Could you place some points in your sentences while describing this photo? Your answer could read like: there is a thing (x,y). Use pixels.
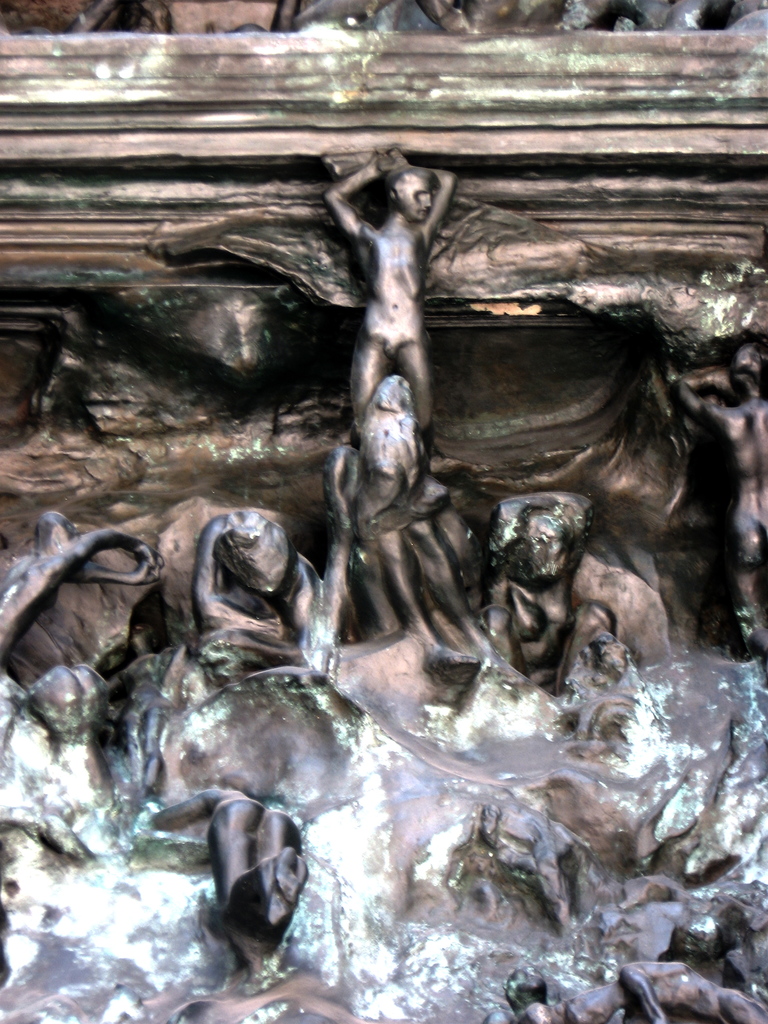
This picture shows bronze sculpture (222,571) and we see few statues (212,564) carved.
